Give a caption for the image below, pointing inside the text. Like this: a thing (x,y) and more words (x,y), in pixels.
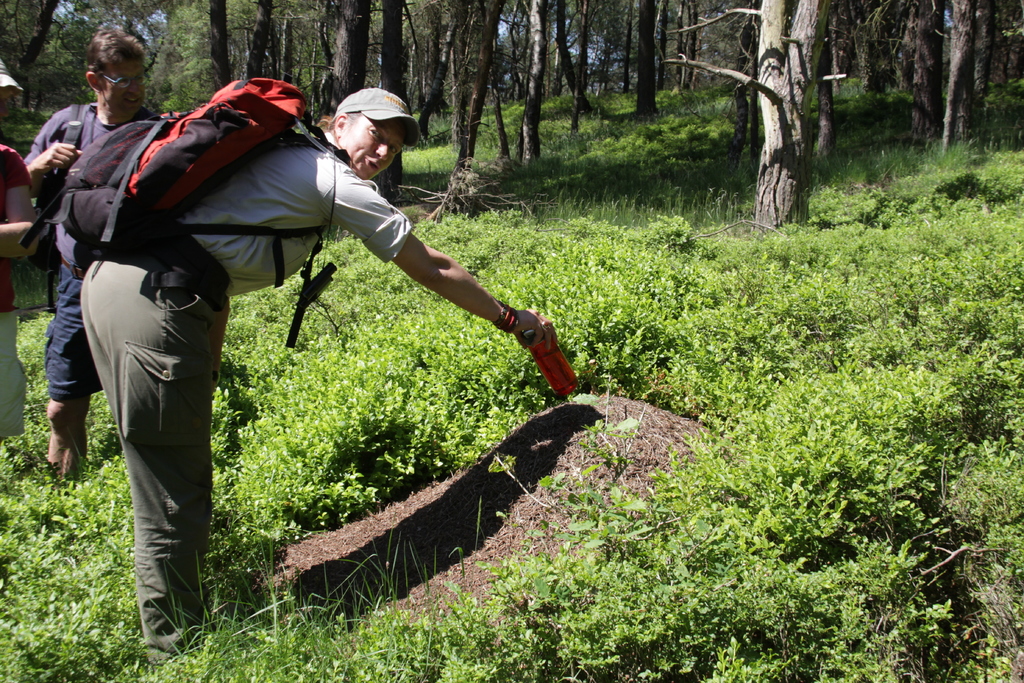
The picture is taken in a field (875,649). In the foreground of the picture (103,528) there are plants (587,271) and a person (135,470) wearing backpack (170,159) and holding an object (546,349). On the left (45,198) there are two other persons (84,133). In the background (466,57) there are trees (618,75) and plants (704,192). It is sunny.
